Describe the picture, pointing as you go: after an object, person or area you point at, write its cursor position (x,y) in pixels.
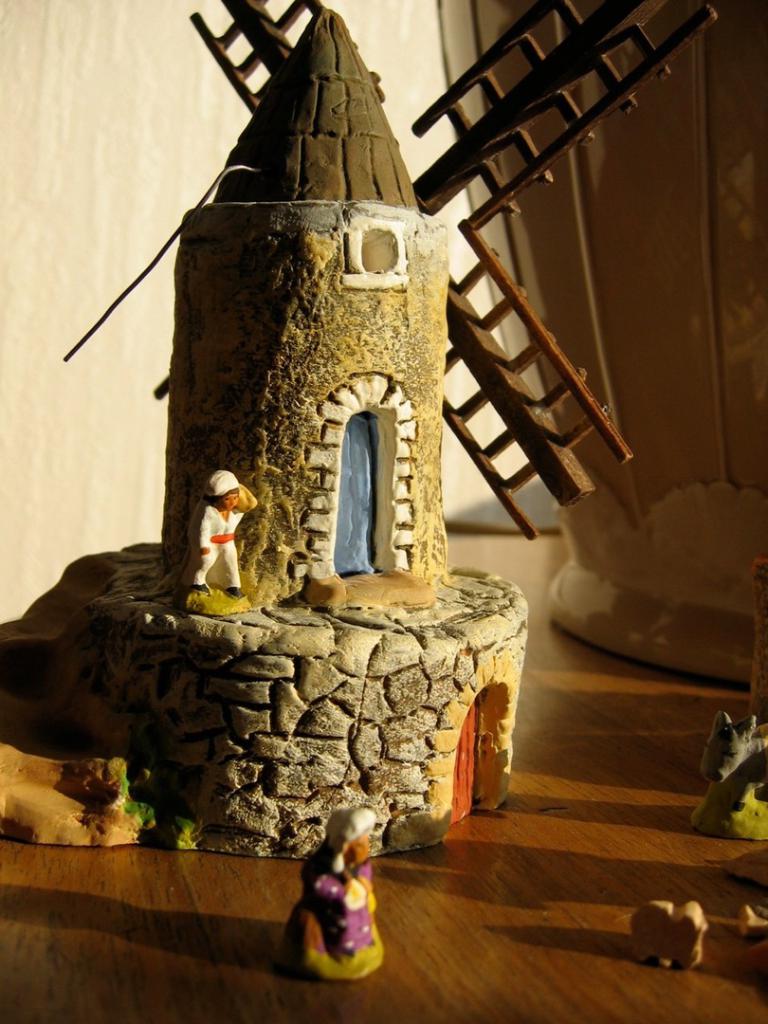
In this image, we can see a toy house (363,566) with doors (359,490). Here we can see toy people (204,534) and toy animals (765,733) are placed on the wooden surface (536,906). Background (116,198) there is a wall (116,208) and pot (707,282).
